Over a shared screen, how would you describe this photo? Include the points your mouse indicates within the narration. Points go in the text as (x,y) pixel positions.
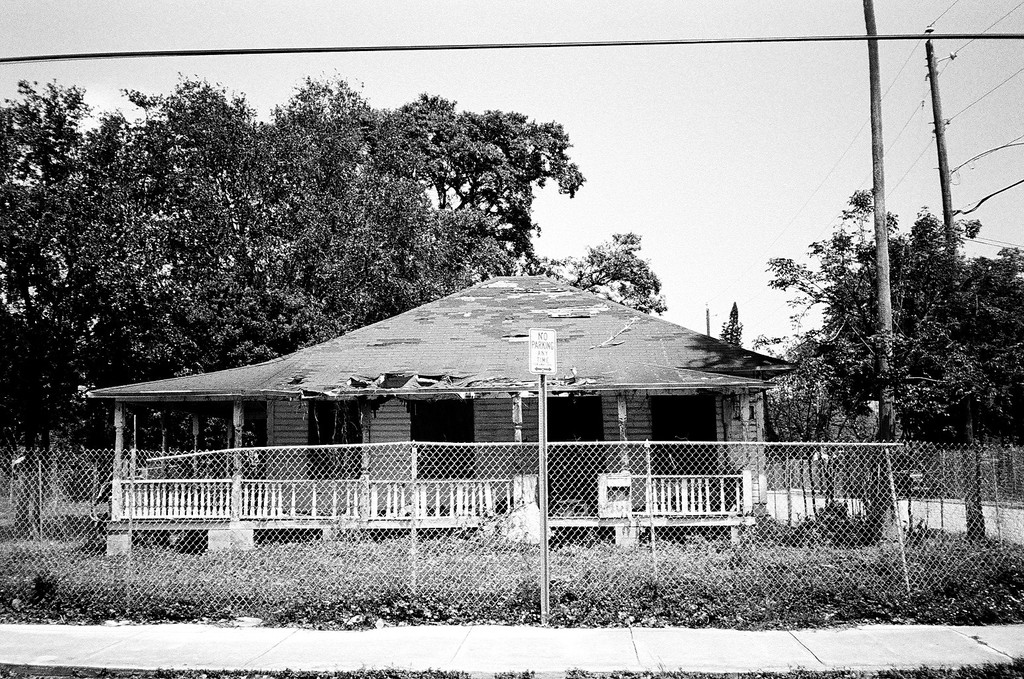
In this black and white image, we can see a shelter house (421,357). There are some trees (327,303) in the middle of the image (488,274). There are poles (881,159) on the right side of the image (946,167). There is a fencing (556,494) and sign board (547,352) at the bottom of the image (519,581). There is a sky (515,94) at the top of the image (547,19).
